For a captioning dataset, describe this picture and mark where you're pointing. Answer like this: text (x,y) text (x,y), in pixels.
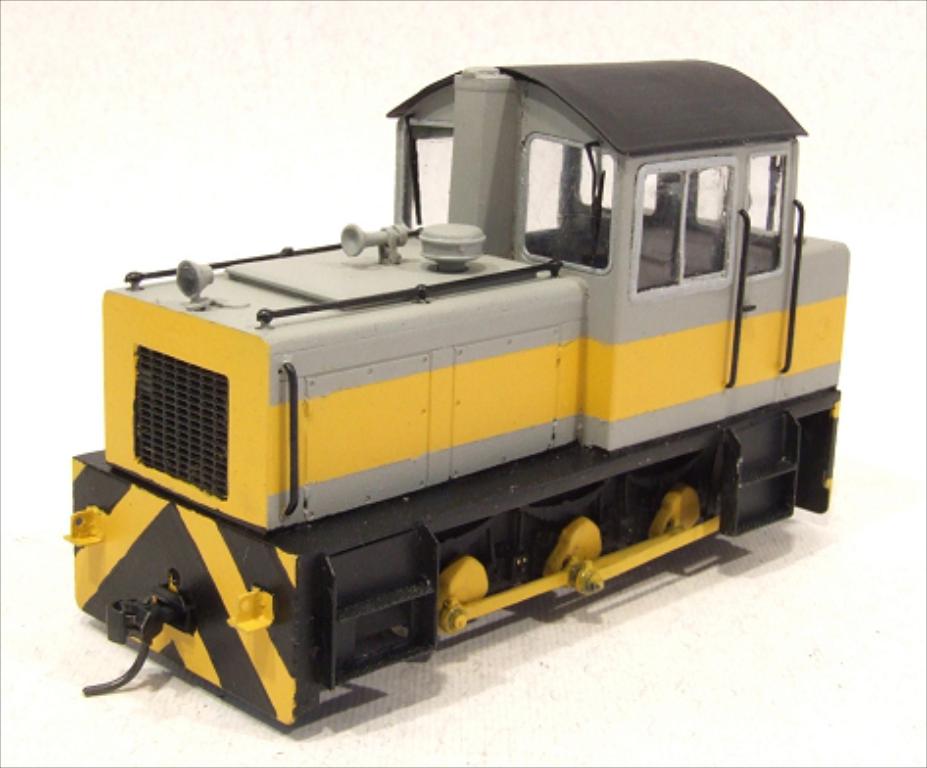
In the center of the image (373,266) a toy train (434,295) is present.
